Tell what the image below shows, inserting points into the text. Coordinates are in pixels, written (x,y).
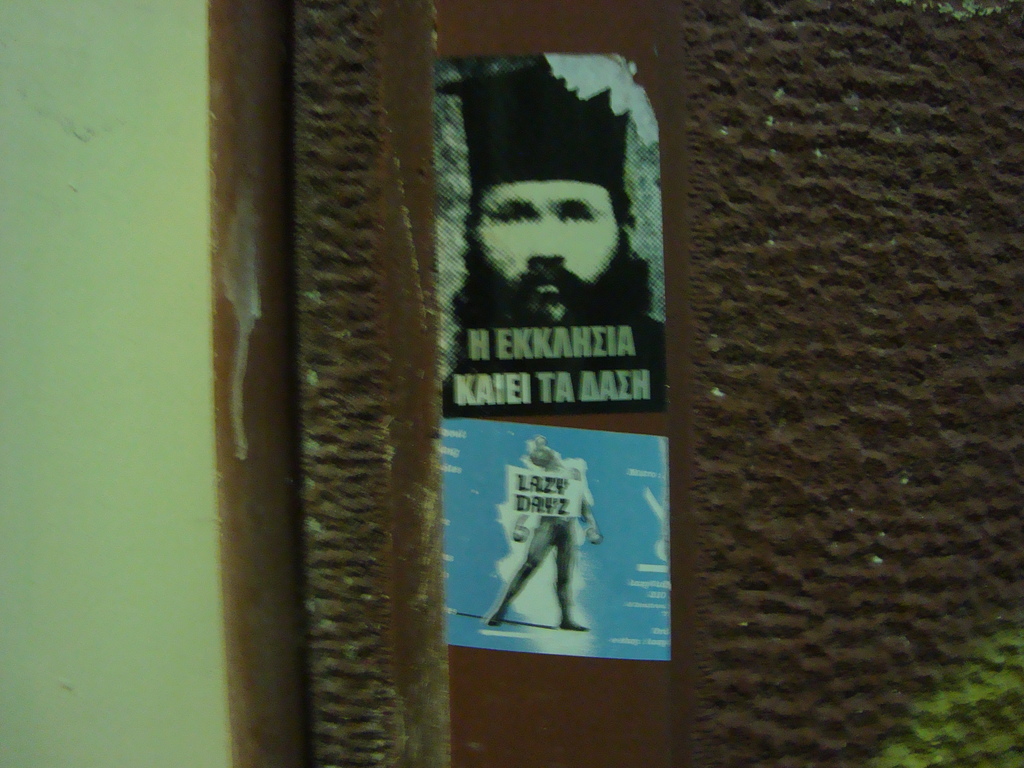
In this image I can see the wall (129,288) which is green and brown in color and to the wall (820,293) I can see two posters (574,290) attached which are blue and black in color.
